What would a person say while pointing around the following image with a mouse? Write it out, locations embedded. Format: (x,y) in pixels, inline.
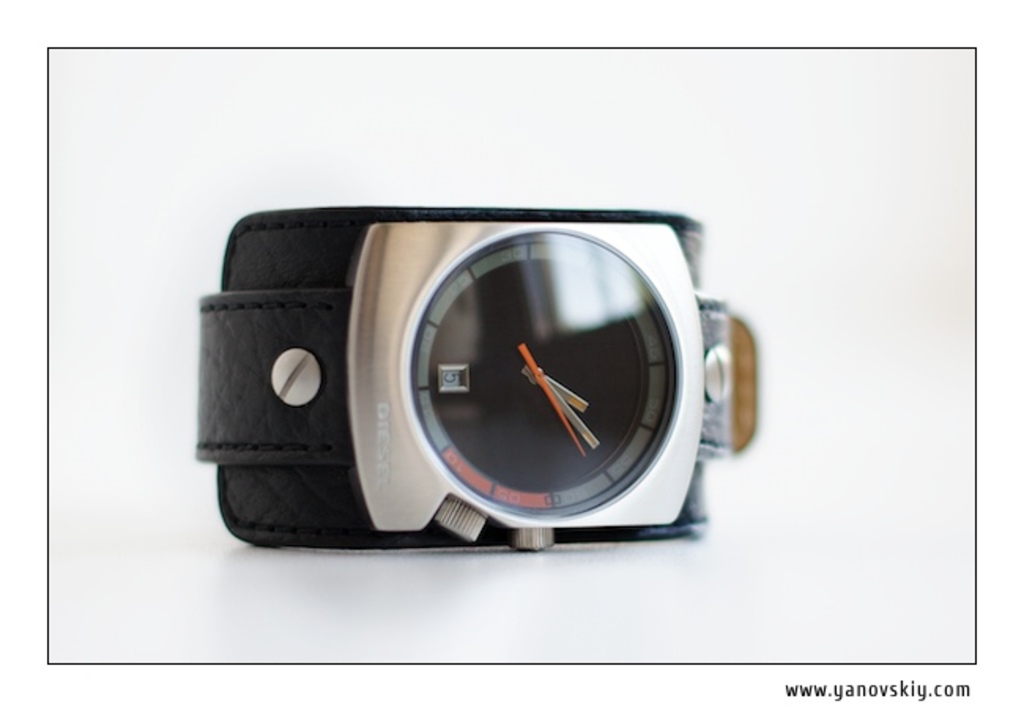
This picture is an edited picture. In this picture there is a watch (702,443) and there are two knobs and there is a leather belt (304,252). At the bottom right (888,680) there is a text (883,692).
